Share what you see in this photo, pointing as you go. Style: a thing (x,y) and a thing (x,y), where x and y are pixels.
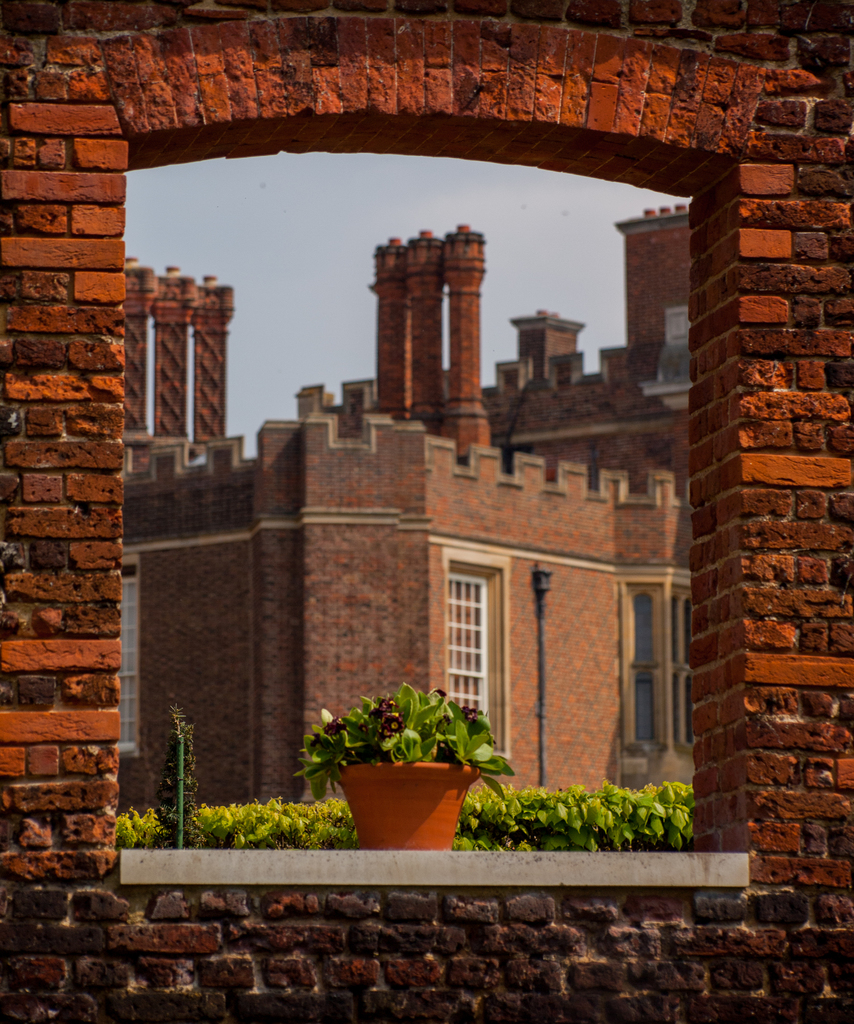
In this image, we can see a brick walls (605,1003) and flower plant (420,746) with pot (421,796). Background (274,280) there are so many plants (292,815), pole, house (343,515), walls (350,632), windows (470,683), pipe (539,611), pillars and sky (254,323).
